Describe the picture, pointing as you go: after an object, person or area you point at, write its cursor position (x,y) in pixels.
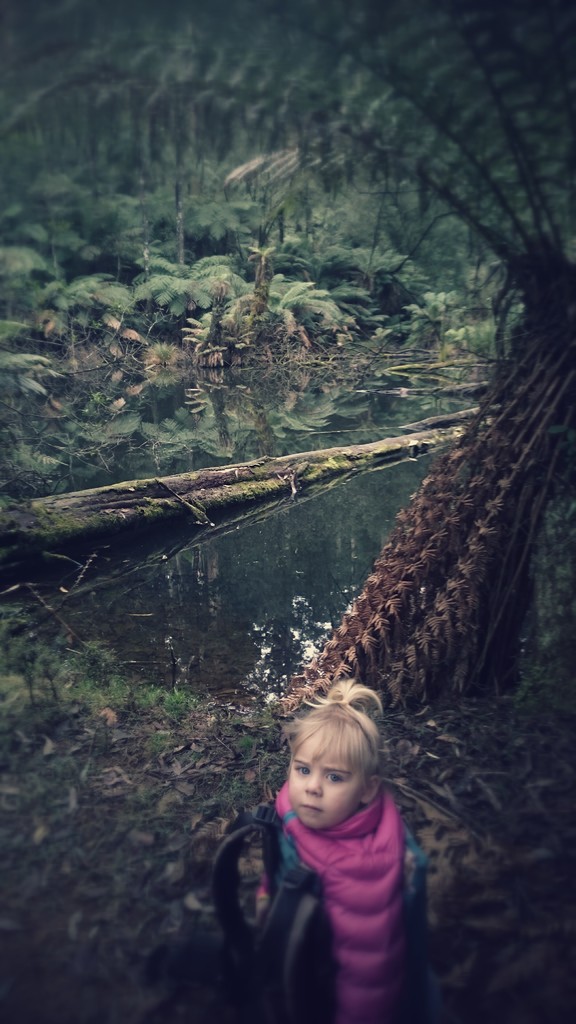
In this image at the bottom (349,861), there is a girl (356,916), she wears a pink vest (356,916). In the middle (356,545) there are plants (437,548), trees (346,229), water (299,548), land (202,718).
